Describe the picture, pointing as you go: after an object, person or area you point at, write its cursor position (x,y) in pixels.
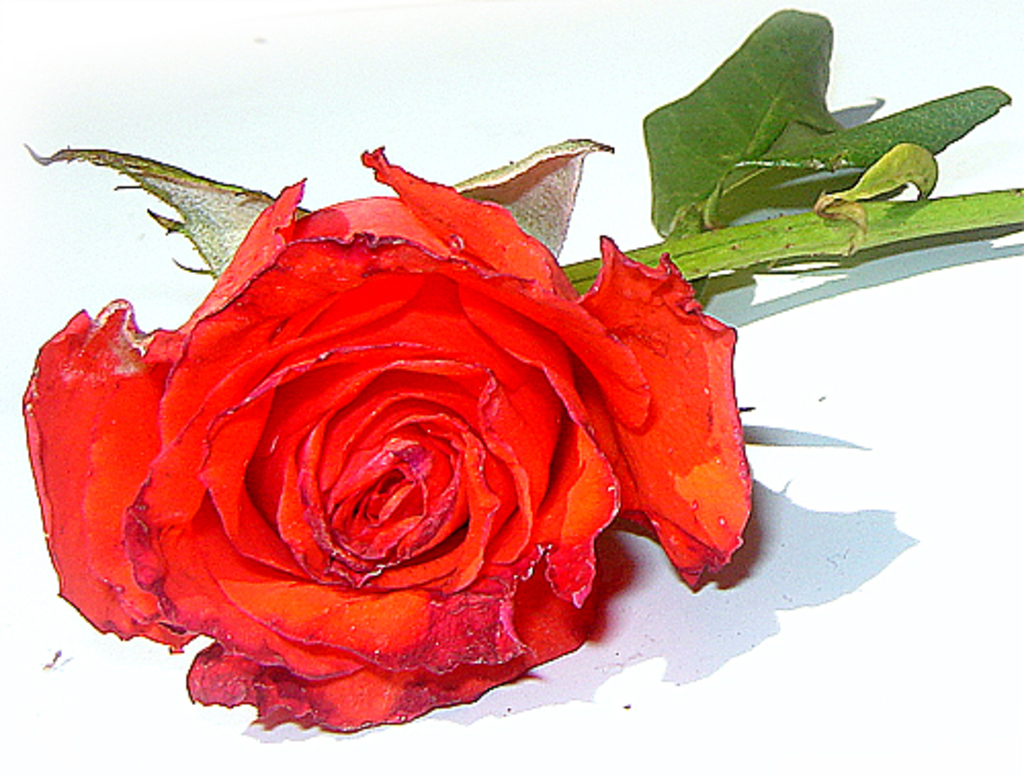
In this picture we can see a red rose (599,307). We can see the green leaves (714,164) and a stem (742,238).
